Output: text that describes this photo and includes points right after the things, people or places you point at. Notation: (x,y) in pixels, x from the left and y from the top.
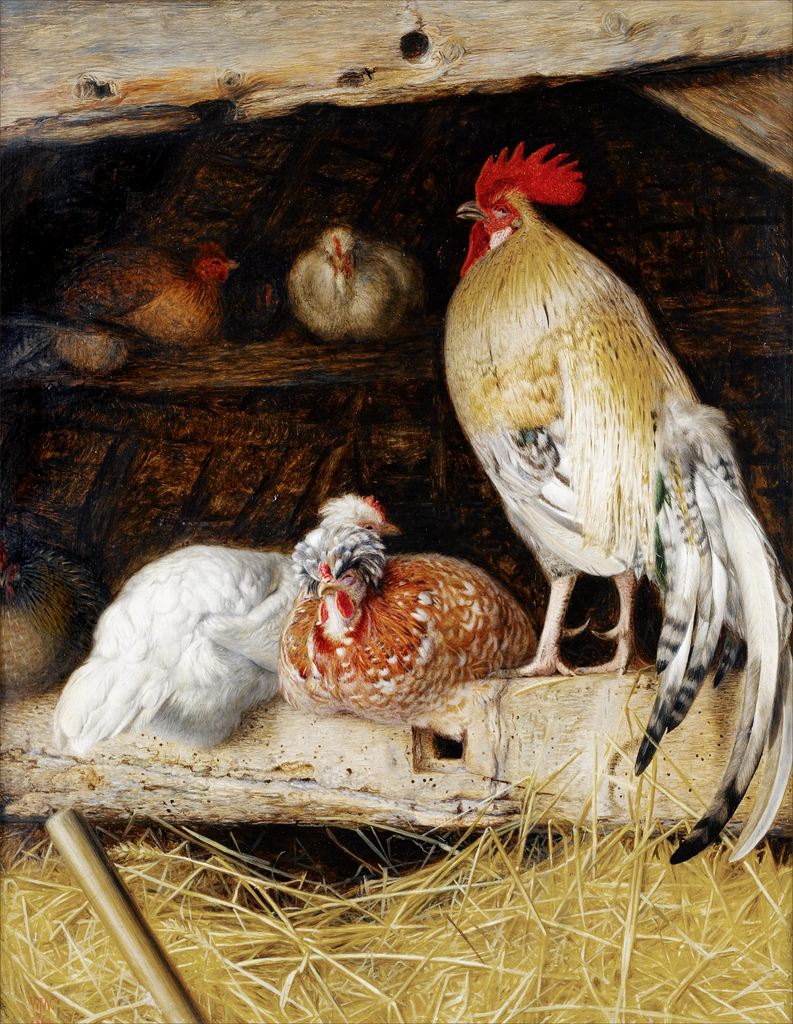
In this image there are hens (464,664) in the center (450,674), there are wooden pole (395,62) at the top (581,46) and bottom side, there is dry grass (493,926) at the bottom side (432,957), it seems like a painting.
